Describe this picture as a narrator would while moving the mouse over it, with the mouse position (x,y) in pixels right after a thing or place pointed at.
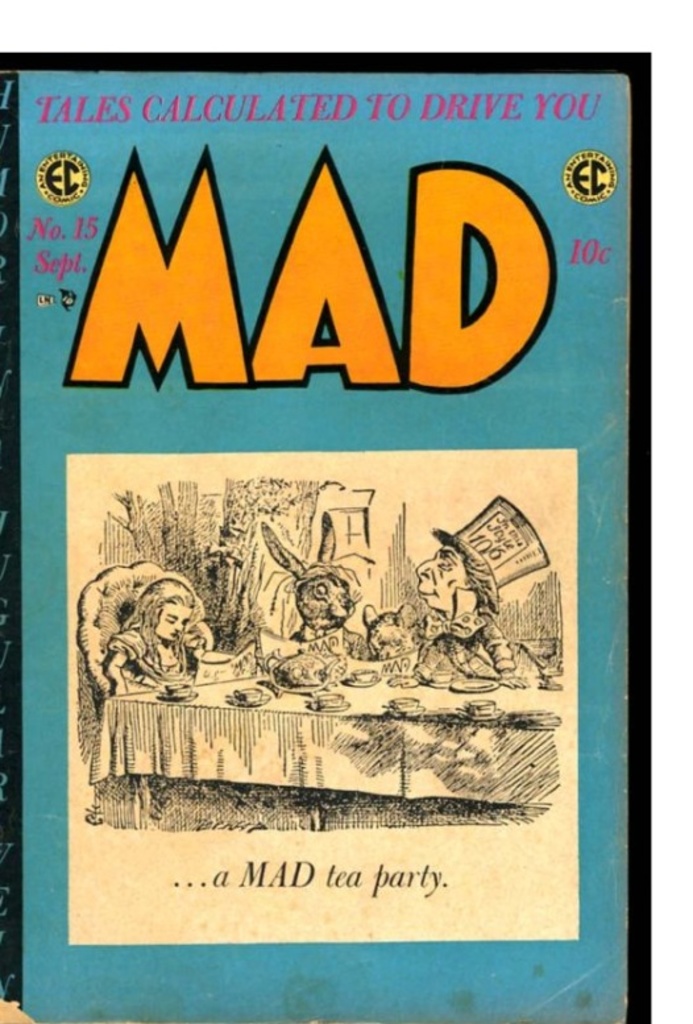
In this image I can see few people (140,649) sitting and I can see few food items (326,688) on the table (355,699) and I can also see something written on the image and I can see the blue color background (613,631).
